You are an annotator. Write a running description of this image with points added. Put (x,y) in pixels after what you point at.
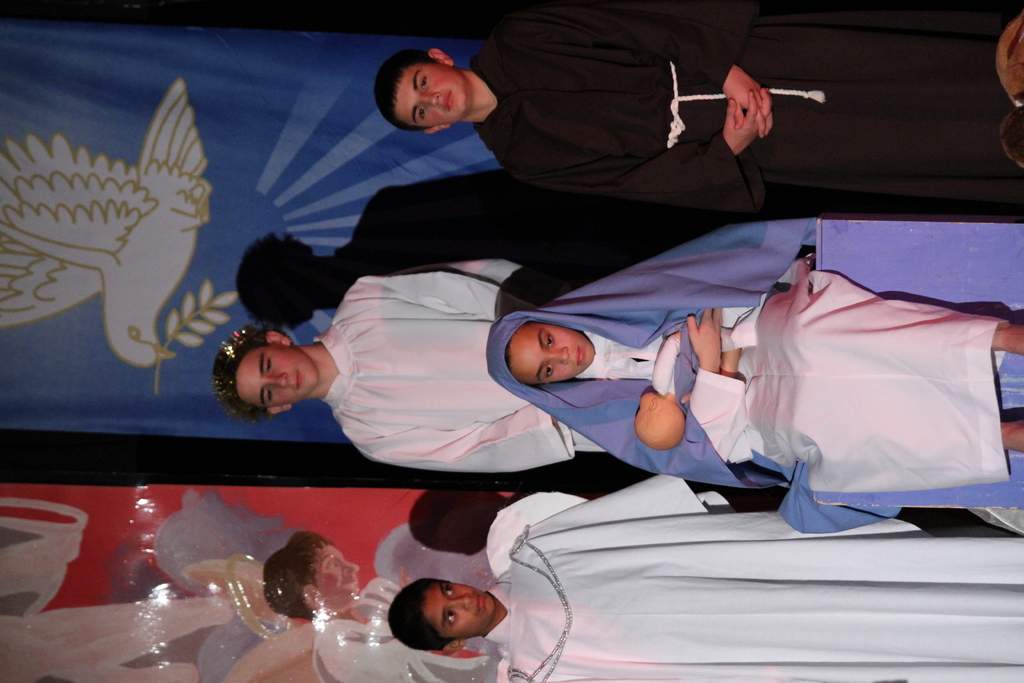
In this picture I can see 3 boys (533,109) and a girl (591,385) in front (933,379) and I see that they're wearing white and black color dress (727,57). In the background (191,312) I can see the banners (164,419) on which there is art (25,287) and I see that the girl (655,329) is holding a doll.
